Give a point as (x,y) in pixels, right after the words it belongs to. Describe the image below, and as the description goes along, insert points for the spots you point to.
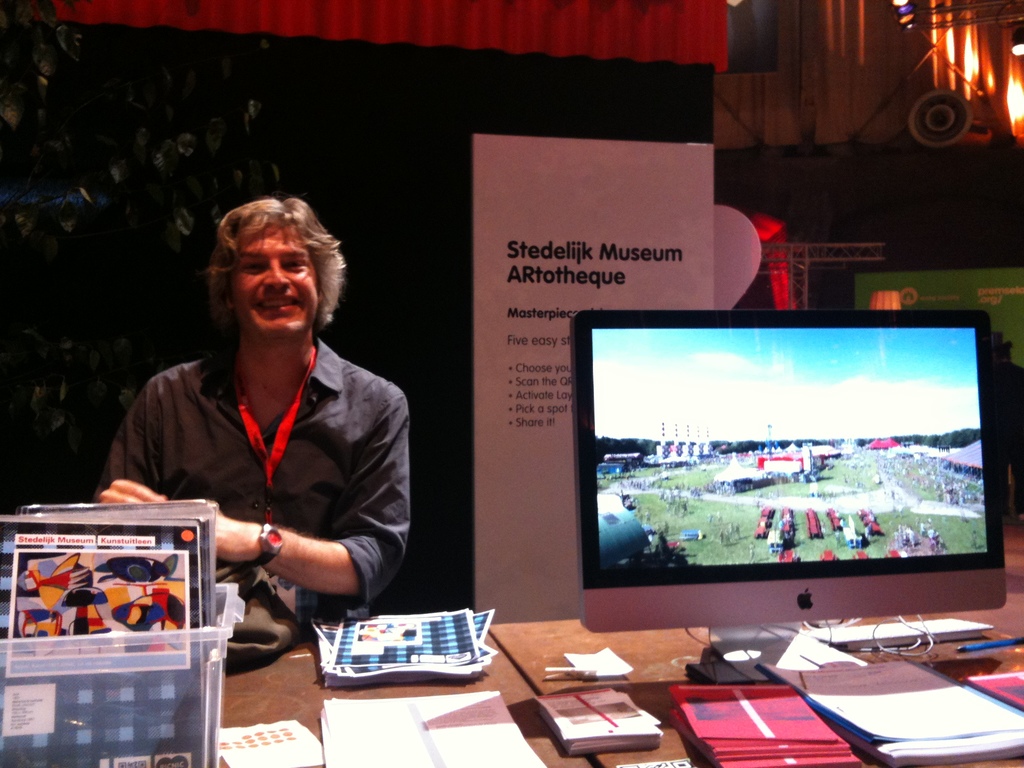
In this image I can see a person (352,449) in front of a desk (372,685) and on the desk (285,677) I can see a plastic basket (172,688) with few objects (119,614) in it, few papers (336,656), few books (751,703) and a monitor (777,525). In the background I can see few banners (564,197), few metal rods (792,275) and few lights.
